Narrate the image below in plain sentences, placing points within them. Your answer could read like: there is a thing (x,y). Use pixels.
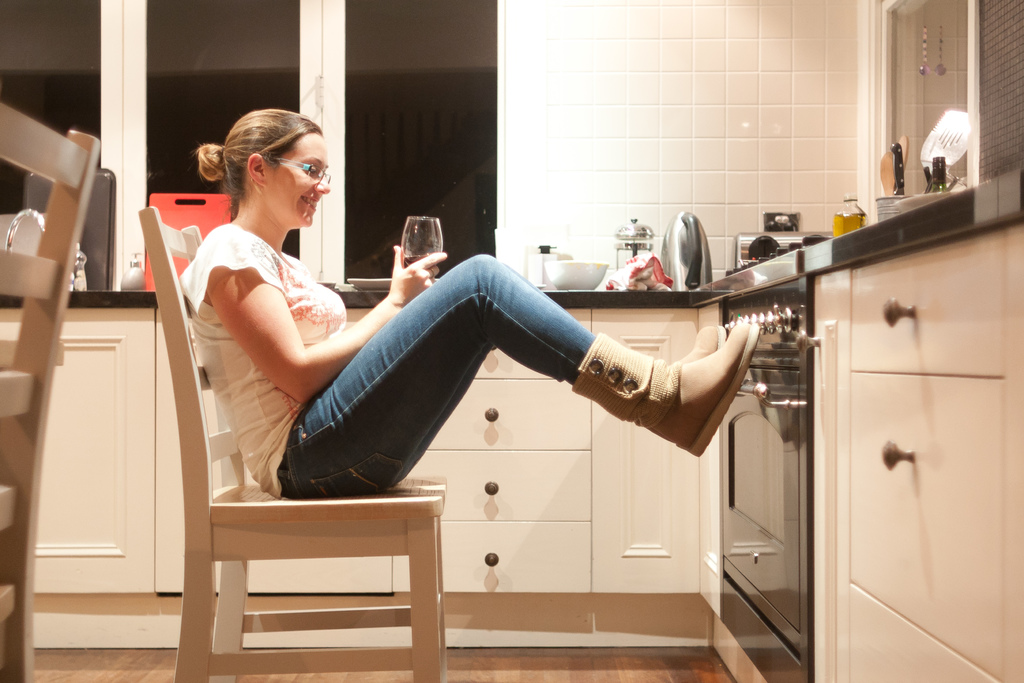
In this picture there is a woman (348,387) sitting on the chair (387,504) and is holding a glass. There is a bowl (592,261), knife (900,178), spoon (884,158) and other objects (73,282) on the table (650,294). There is an oven (776,497). There is a cupboard (877,529) and a plate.
